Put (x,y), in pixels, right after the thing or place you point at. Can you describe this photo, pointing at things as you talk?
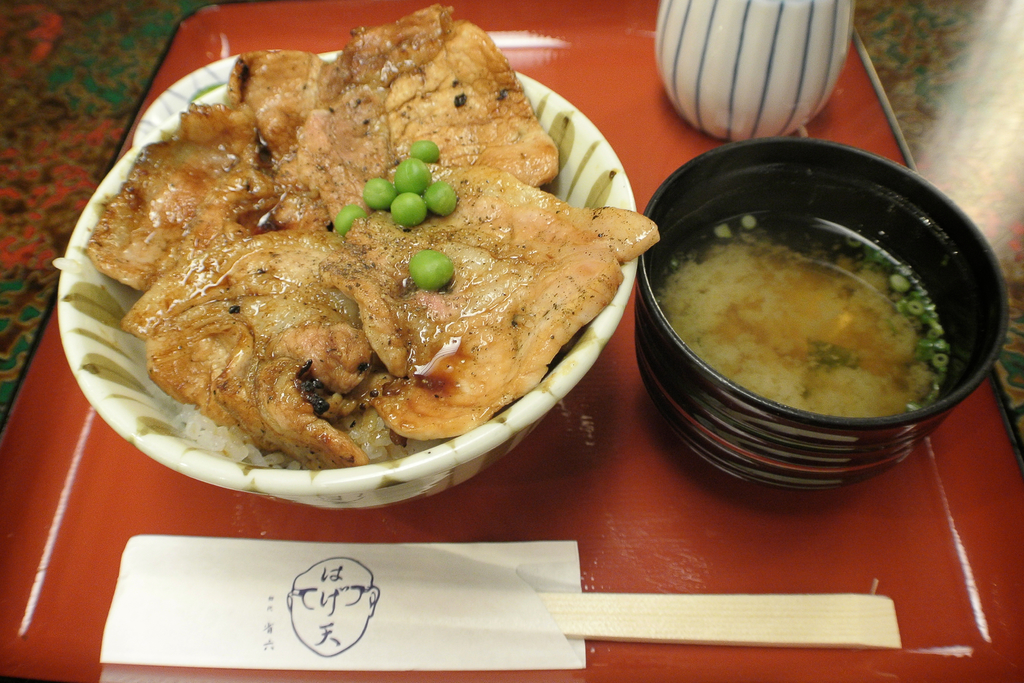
In this picture we can see some food (481,186) in a bowl (395,498). There is a liquid (689,334) in another bowl (757,417). We can see a white object (675,58) in a tray (933,660). There is a stick (652,617) in a white paper (263,624). We can see the sketch (336,566) of a human face (335,638).
